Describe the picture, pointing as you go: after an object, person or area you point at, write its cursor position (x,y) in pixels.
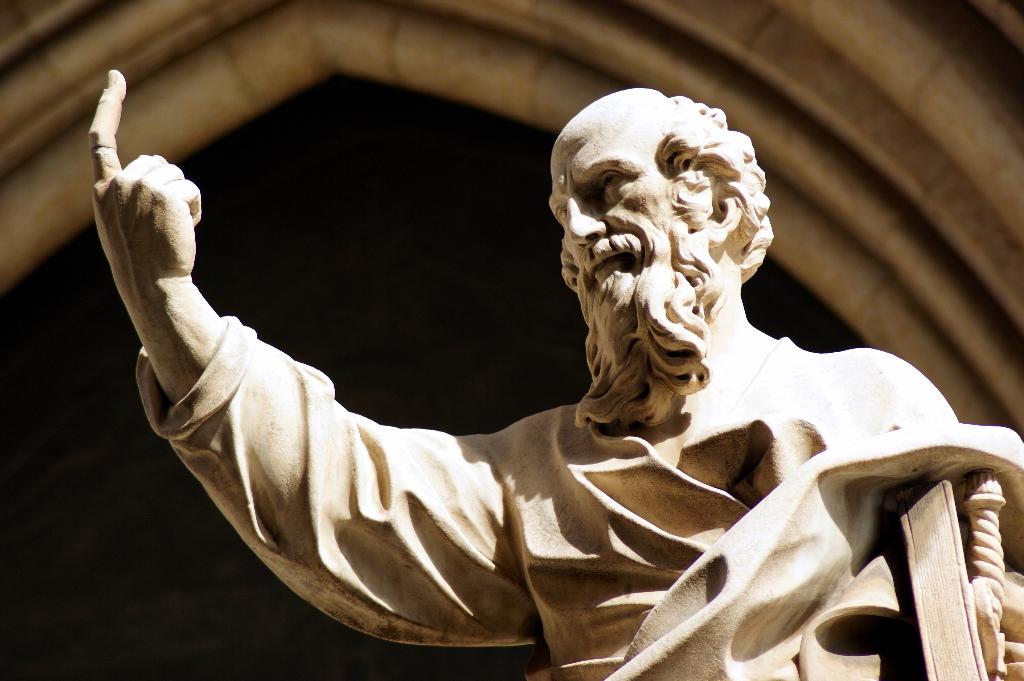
In this picture there is a statue (633,387) of a person (845,405). At the back (196,21) there is a building (843,48).
